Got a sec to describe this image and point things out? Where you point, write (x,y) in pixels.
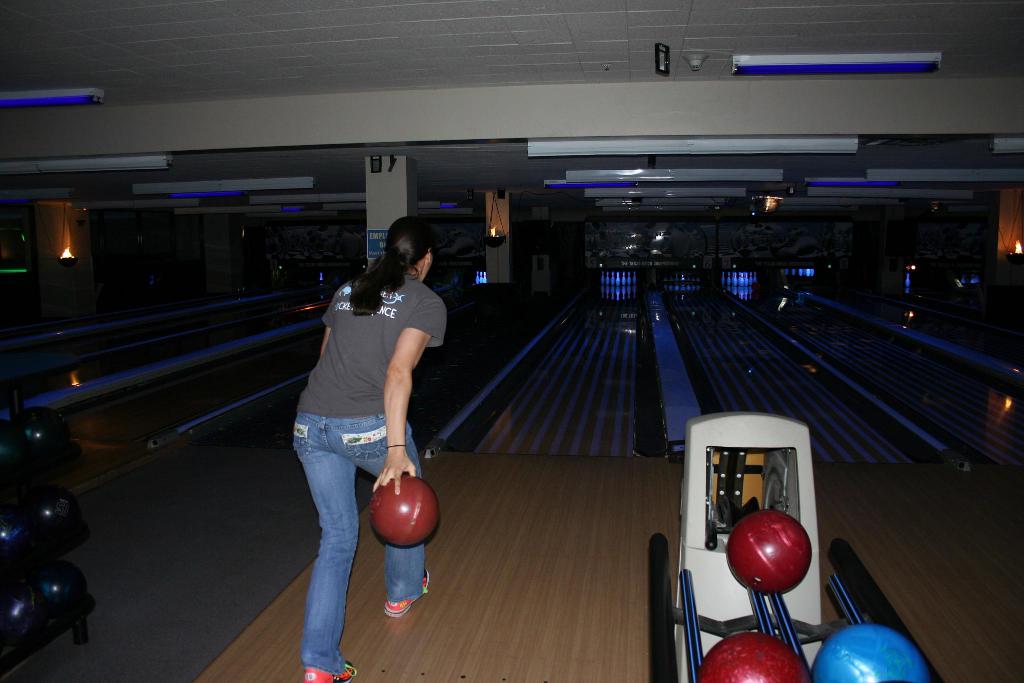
In this image I can see the person (309,447) wearing the grey and blue color dress (344,409) and she is holding the red color ball (391,487). To the right (745,664) there are red and blue color balls (744,644) on the stand (709,566). In the back (616,299) I can see the bowling stadium (513,331) and I can see the bowling pins (605,279) in the back (631,285). I can see some lights (490,223) and the ceiling (387,73).
